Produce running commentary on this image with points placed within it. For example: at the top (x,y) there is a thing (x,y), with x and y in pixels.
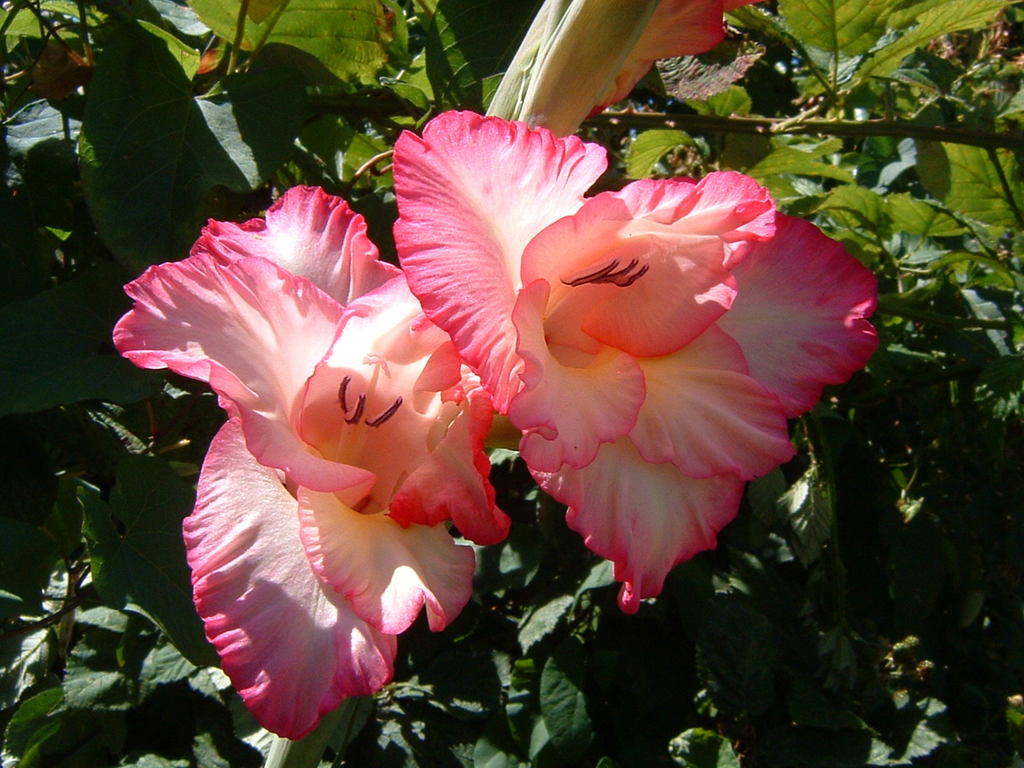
This image is taken outdoors. In this image there are a few plants (94,240). In the middle of the image (598,302) there are two beautiful flowers (380,433) which are pink and white in colors.
